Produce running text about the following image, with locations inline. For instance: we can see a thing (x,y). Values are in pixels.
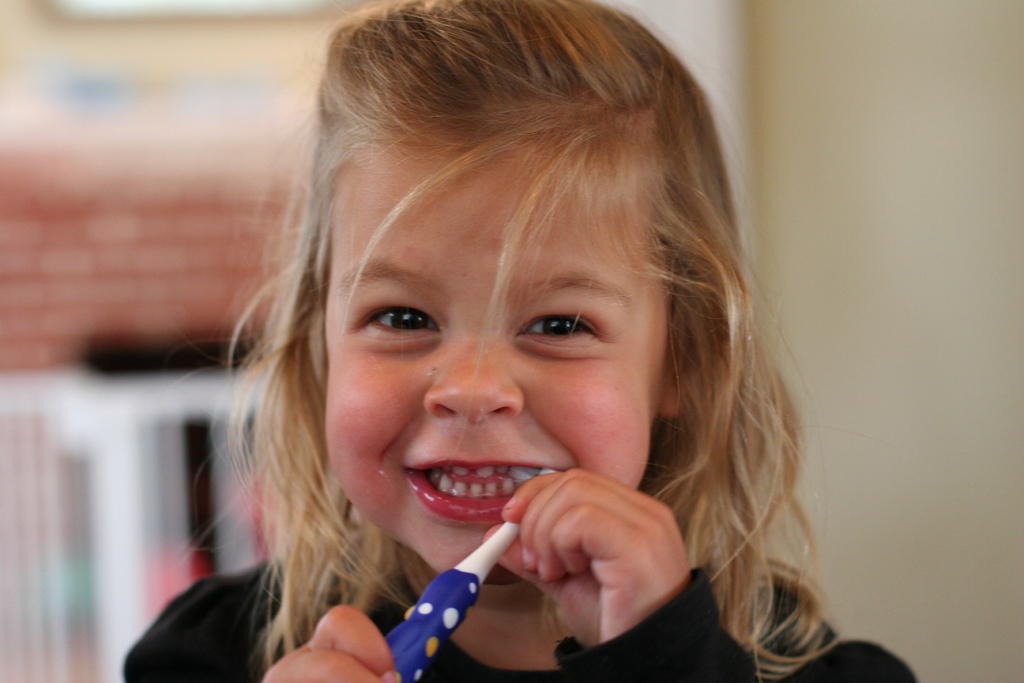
In this image I can see the person (448,551) holding the brush (459,586) and the person (392,585) is wearing black color shirt (219,649) and I can see the blurred background (12,172).
